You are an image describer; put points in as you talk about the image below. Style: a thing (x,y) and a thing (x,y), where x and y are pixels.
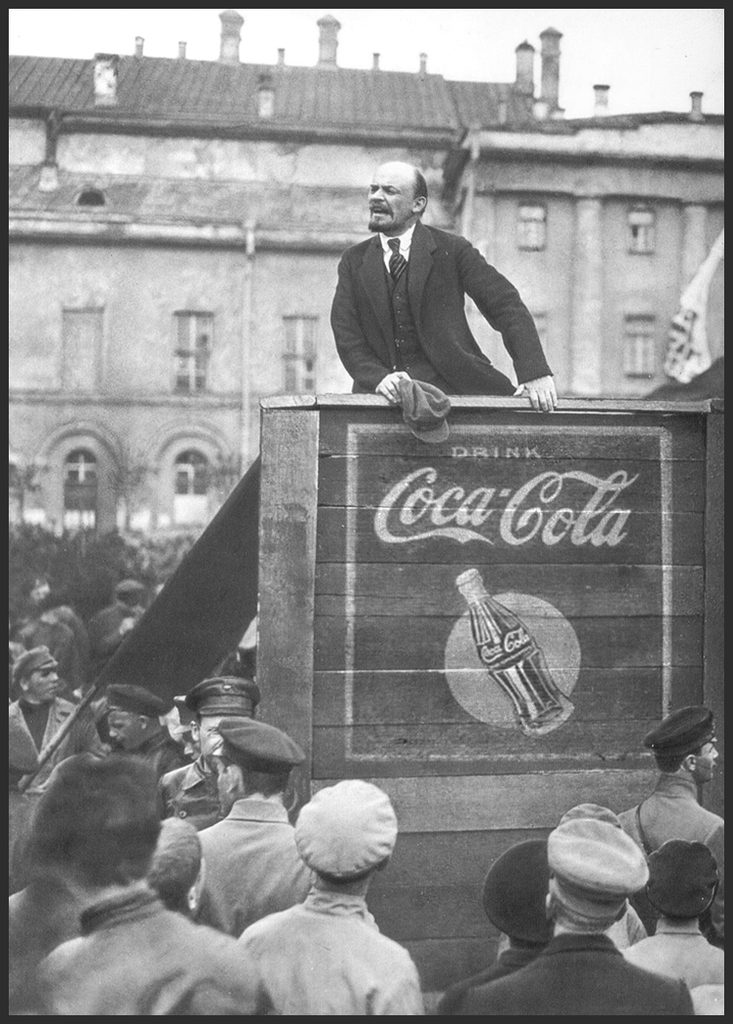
This is a black and white image. In the middle of the image (456,357) I can see a man (443,309) wearing a suit (453,300), standing by holding a wooden surface (434,511). At the bottom (173,934), I can see a crowd of people (110,892). In the background (170,203) there is a building (186,260).
